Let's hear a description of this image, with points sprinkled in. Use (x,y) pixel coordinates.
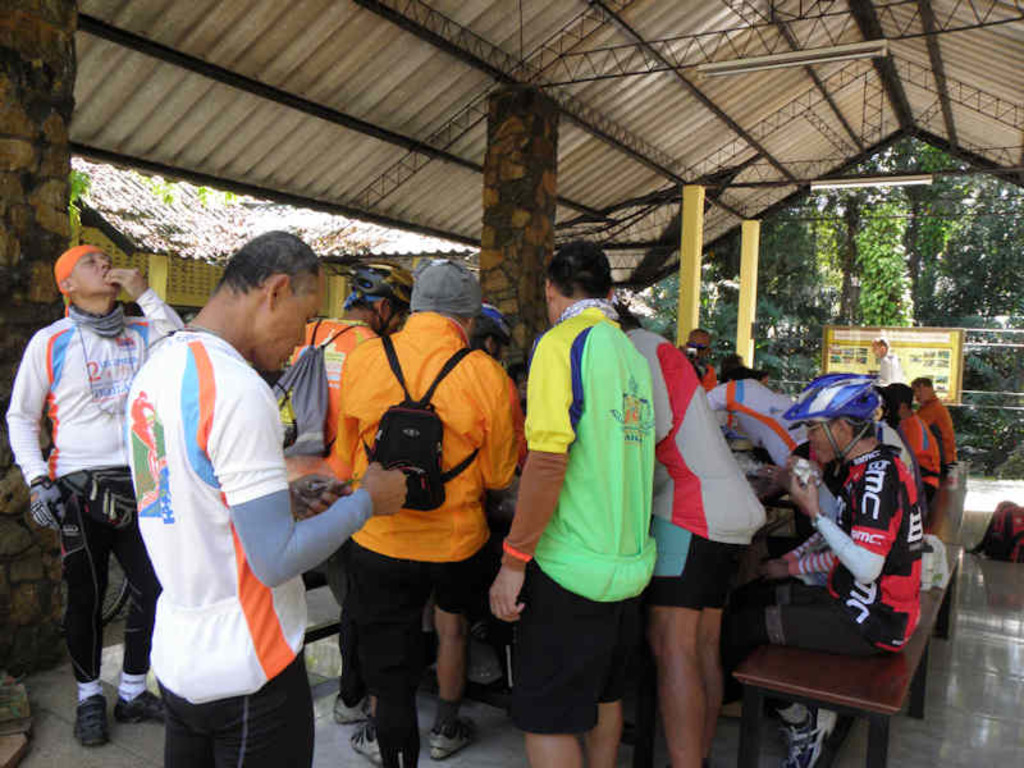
In this image I can see few people (734,379) and few people (890,493) are sitting. They are wearing different color dress (633,421) and few are wearing bags (416,443). Back I can see a building (247,235), shed (597,148), trees (969,234), board (936,348).
